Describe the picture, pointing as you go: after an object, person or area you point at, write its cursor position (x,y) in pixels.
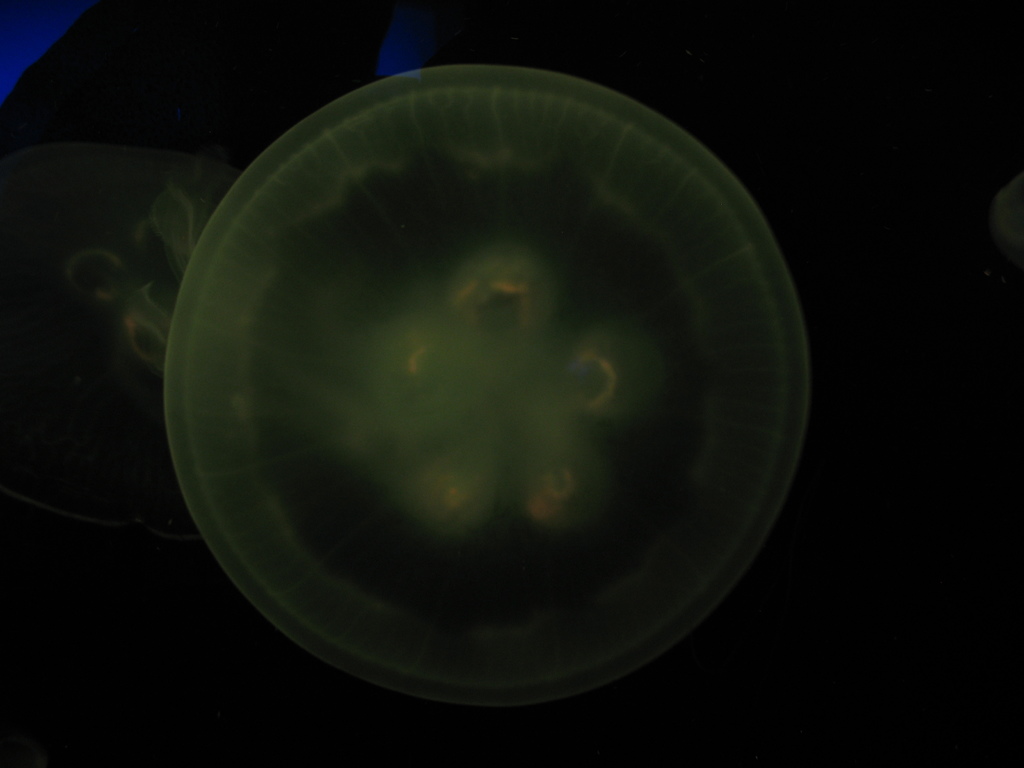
This is a picture of a jellyfish (707,209), and there is dark background (132,57).
